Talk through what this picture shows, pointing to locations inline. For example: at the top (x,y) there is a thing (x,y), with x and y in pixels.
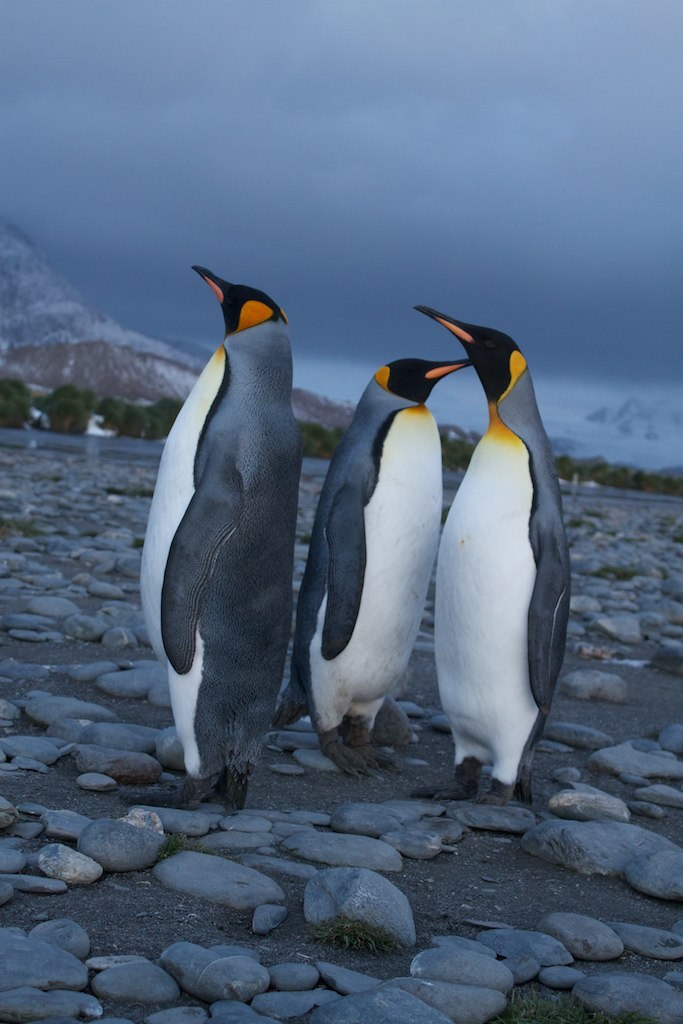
In the middle (248,411) I can see three penguins (550,515) on the beach (571,617). In the background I can see water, trees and mountains (8,294). On the top (212,259) I can see the sky (237,196). This image is taken near the beach (156,738).
